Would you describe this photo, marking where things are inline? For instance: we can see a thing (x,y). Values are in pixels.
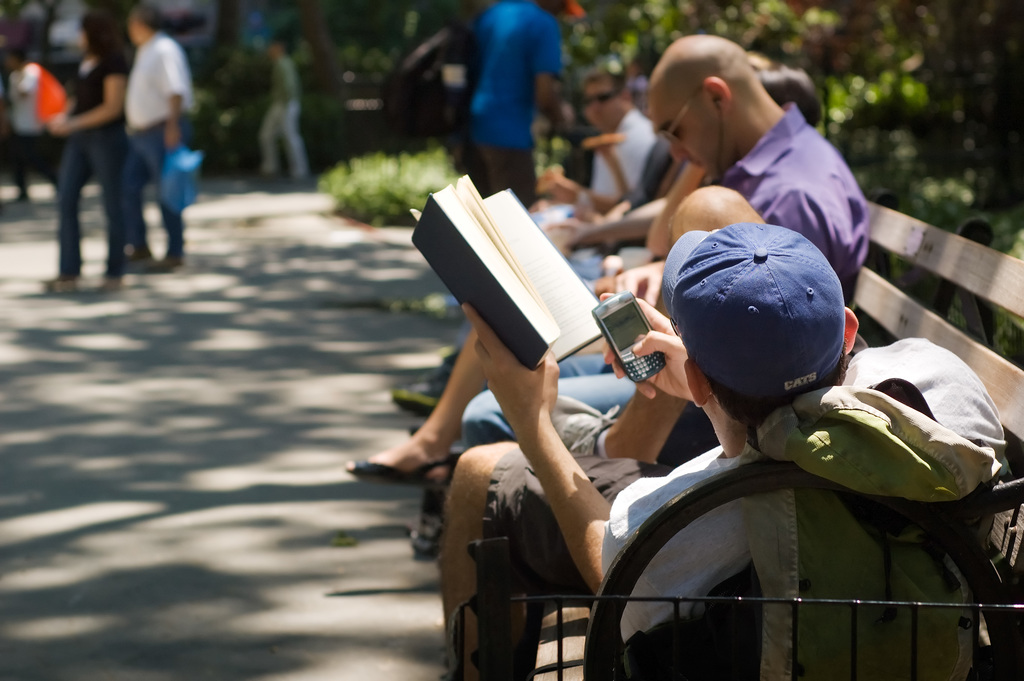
In this image we can see people (752,411) sitting on the bench (782,475). The man (528,573) sitting on the right (714,388) is holding a book (468,263) and a mobile (622,348). There is a cloth (866,447). In the background (66,266) there are trees (922,101), people (146,140) and plants (369,198). At the bottom (227,503) there is a road (202,543) and we can see a mesh (795,643).
